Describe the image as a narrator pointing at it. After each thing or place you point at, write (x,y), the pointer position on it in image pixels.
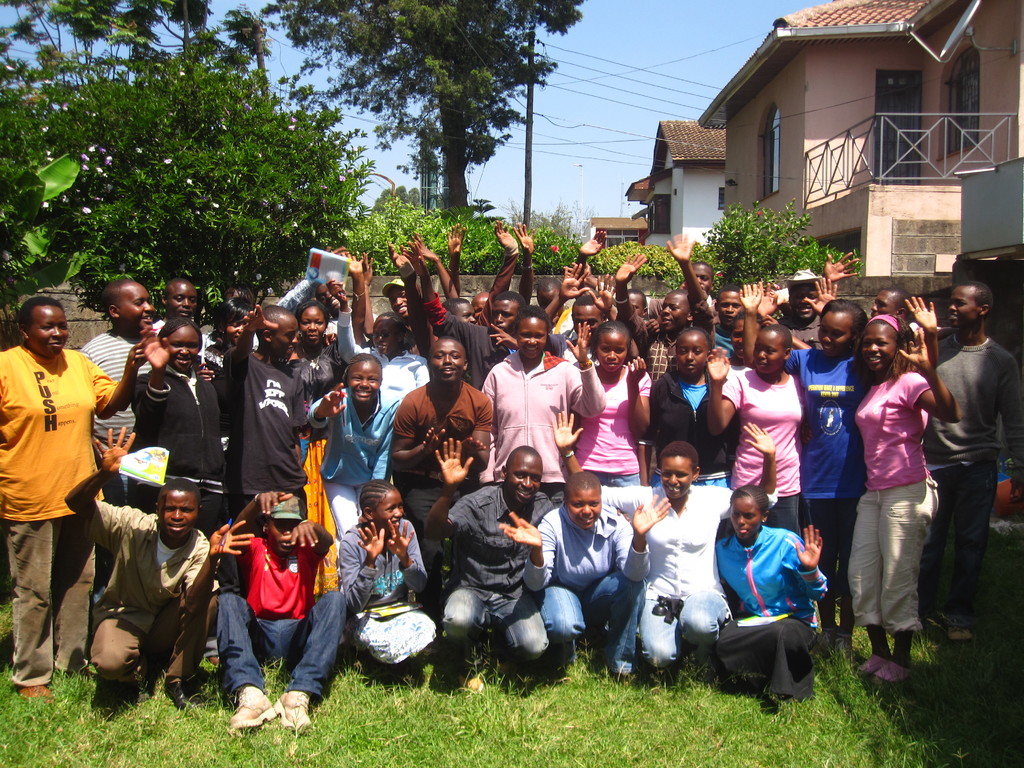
A group of people (329,338) are standing at here. On the right side (825,106) there are houses (885,154) and on the left side (187,204) there are trees (253,216).
